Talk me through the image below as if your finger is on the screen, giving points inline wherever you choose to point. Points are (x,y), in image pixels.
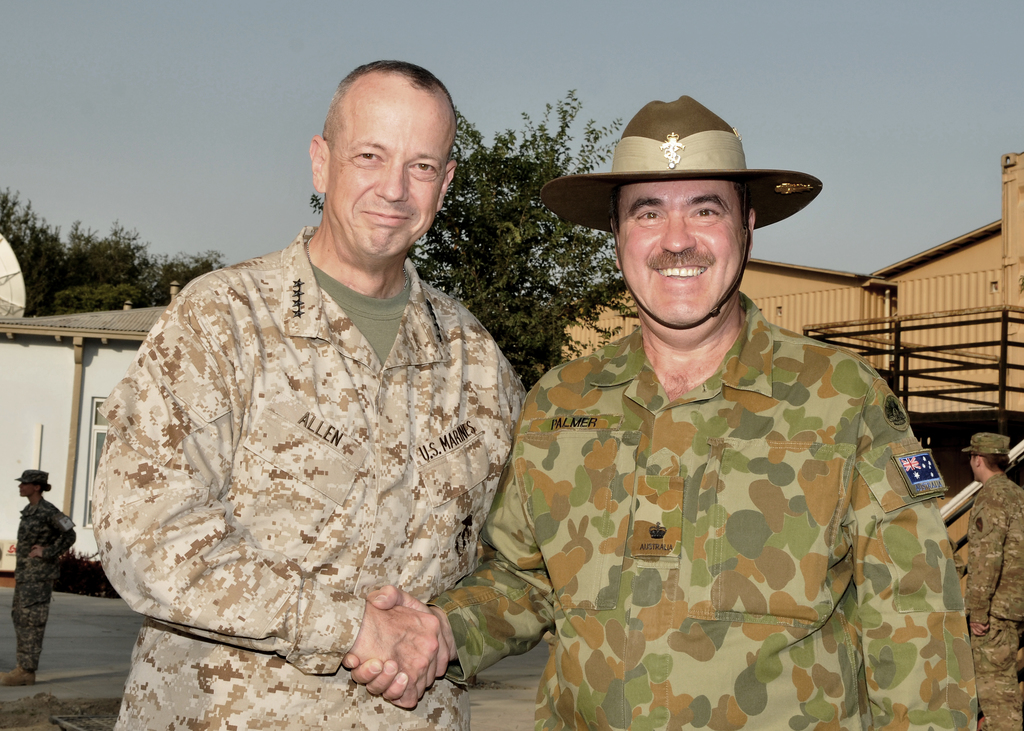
In this picture I can see buildings (873,337) and trees (492,235) in the back (492,254) and I can see a woman (53,555) standing on the left (46,538) and a man (1010,621) standing on the right side of the picture (984,517) and I can see a clear sky (856,260).
